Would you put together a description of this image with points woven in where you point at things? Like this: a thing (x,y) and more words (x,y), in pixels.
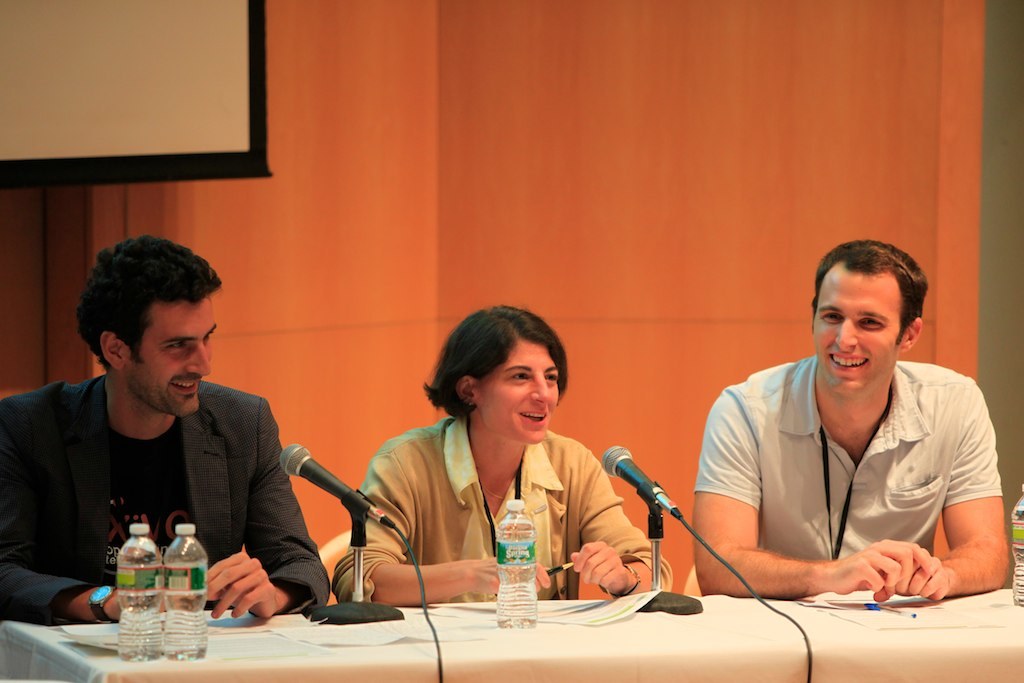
In this picture there are three people (528,473) sitting in front of a table (689,620), having a microphones (330,486) on it. There are some water bottles (157,629) and papers (221,623) on the table (543,604). In the background (176,107) there is a projector screen display (140,101) and wall (509,121) here.
